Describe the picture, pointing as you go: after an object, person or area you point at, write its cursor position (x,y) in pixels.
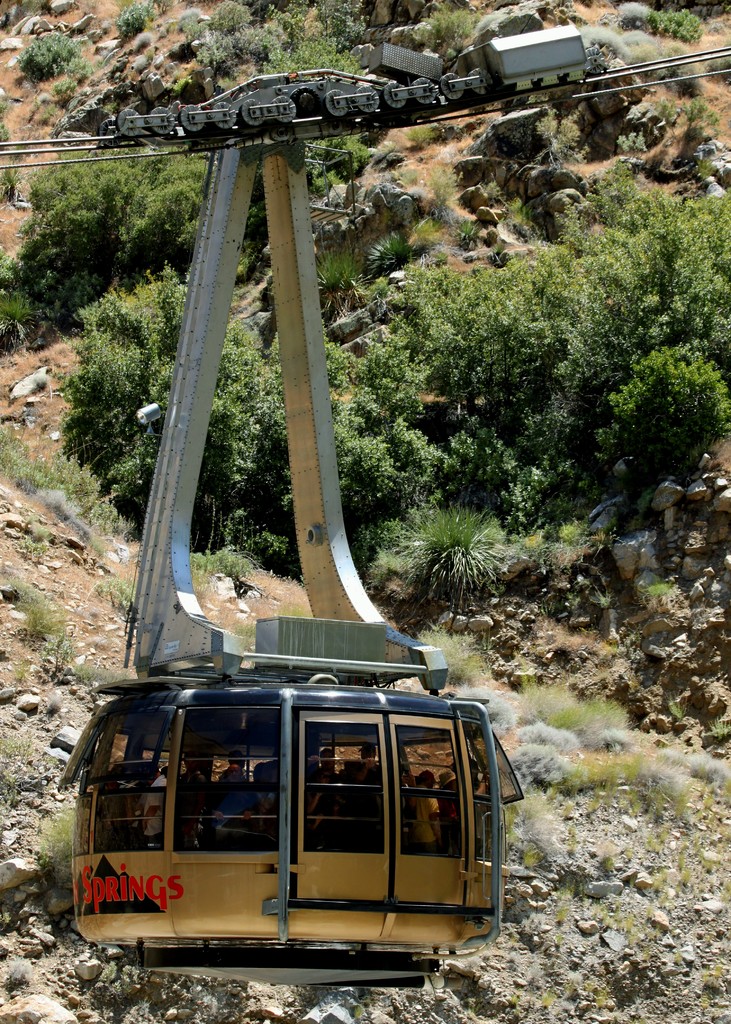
In the picture we can see a cable car (198,635) with doors (365,729) and windows (367,730) with glass (372,773) and behind it we can see a slope (522,943) with rocks (583,904) and plants (720,774).
